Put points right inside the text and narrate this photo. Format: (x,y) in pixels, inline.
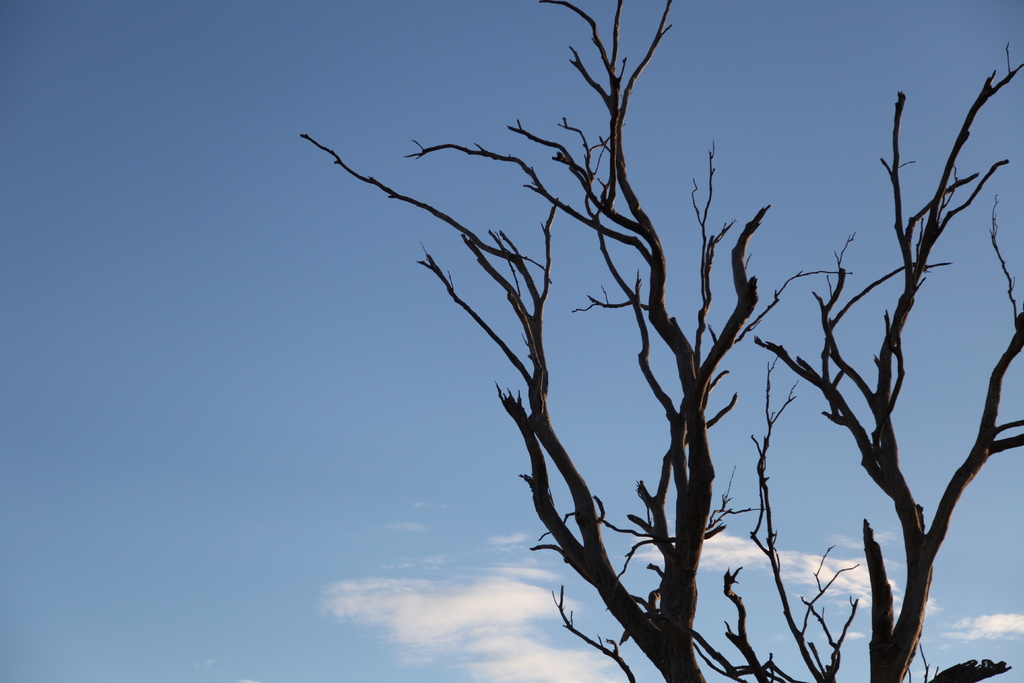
In this image we can see some dried branches (701,484) of a tree (688,572) and the sky (649,411) which looks cloudy.
